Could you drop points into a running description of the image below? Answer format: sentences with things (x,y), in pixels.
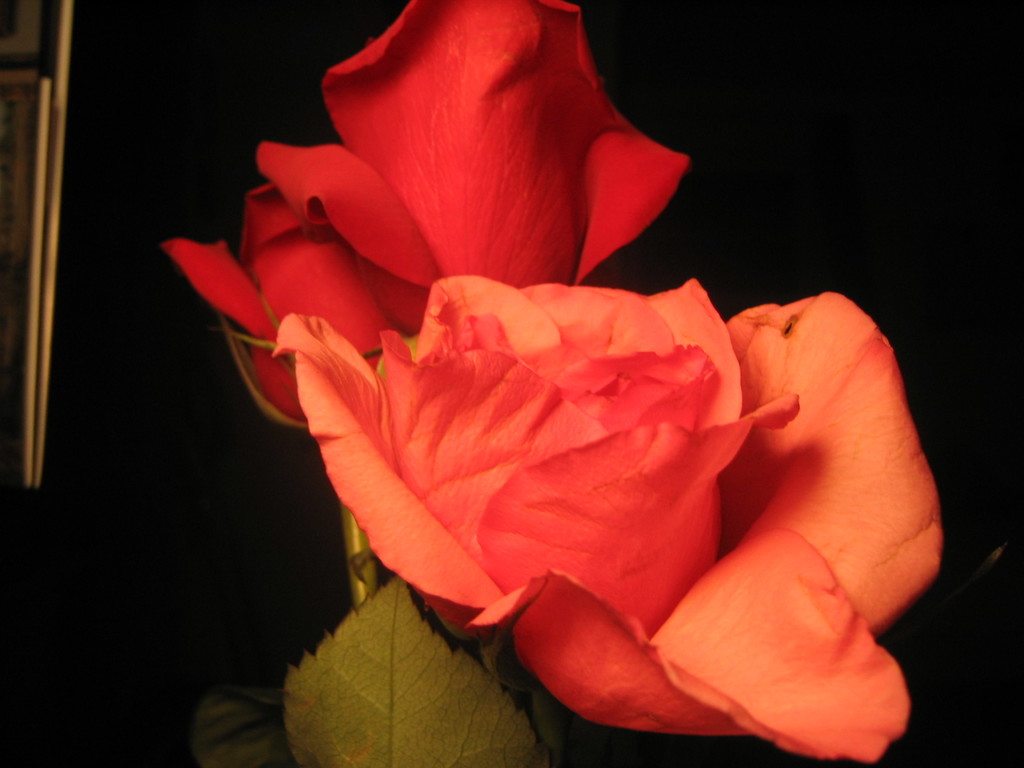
There are flowers (434,302) in the center of the image (495,422), it seems like a frame (52,248) on the left side (45,173) and the background (93,138) is dark.
